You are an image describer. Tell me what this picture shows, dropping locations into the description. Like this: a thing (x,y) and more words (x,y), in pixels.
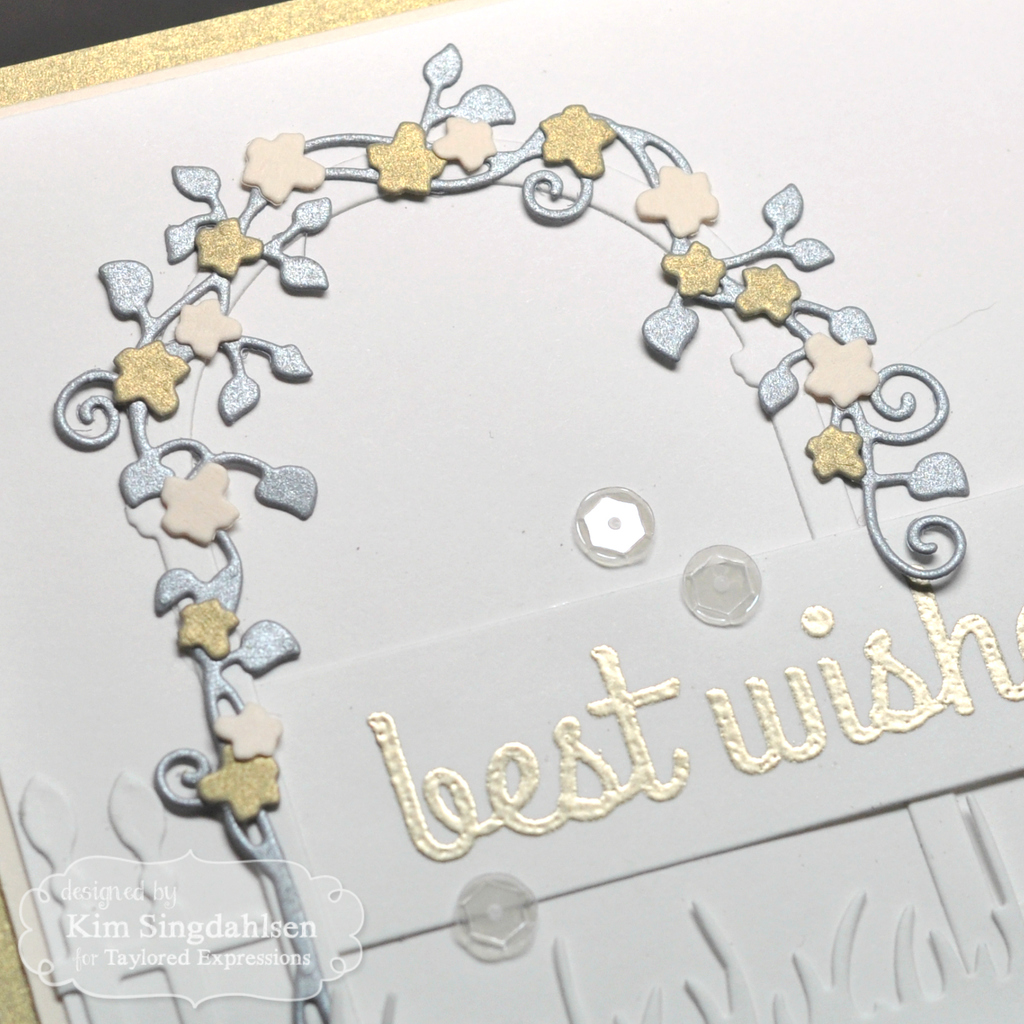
In this image I can see a designed card (601,850) and buttons (625,534). At the bottom left side of the image (100,936) there is a watermark (216,937).
